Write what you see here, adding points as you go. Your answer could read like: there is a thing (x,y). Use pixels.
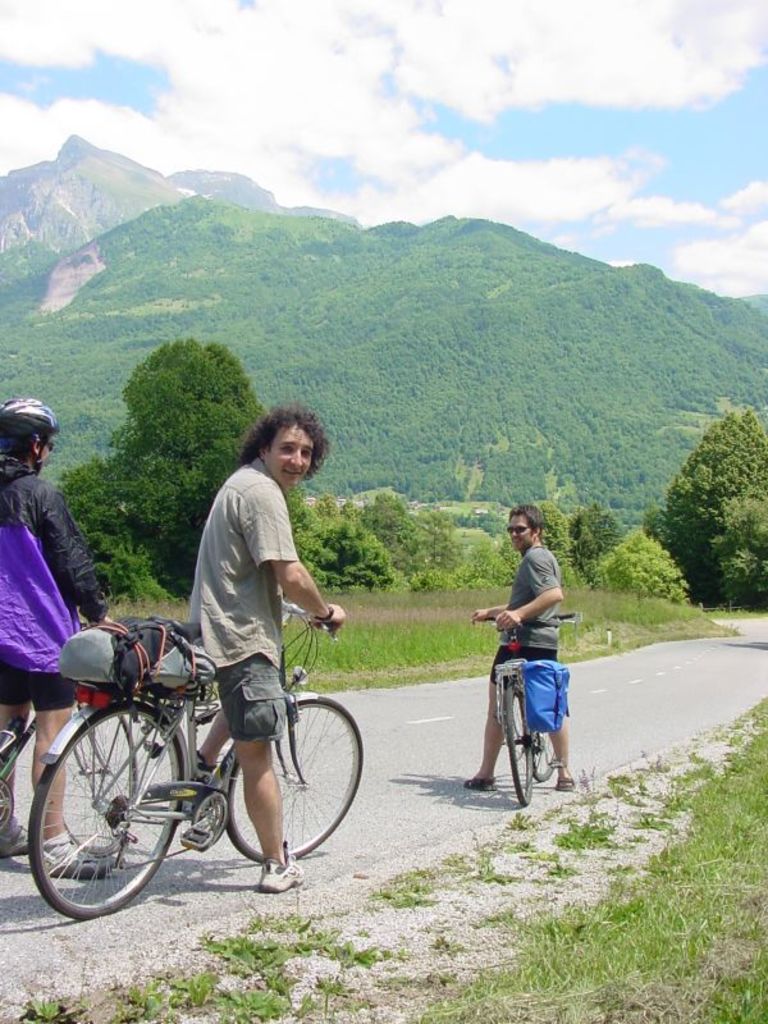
Person (494,662) holding bicycle (235,792), there are trees (172,389) and mountains (165,180).
